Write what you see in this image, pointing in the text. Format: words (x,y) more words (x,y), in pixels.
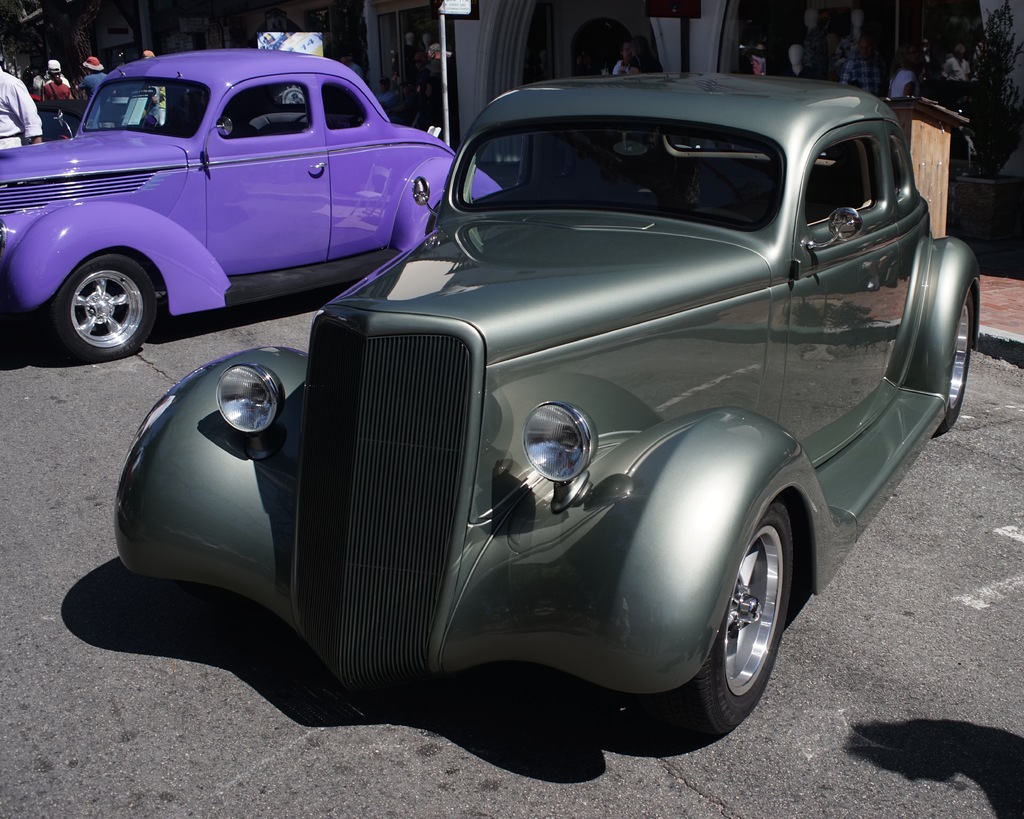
In this image there are two cars (315,402) parked on the road (222,719) and people (53,92) are standing beside the cars (162,106). At the back side (778,7) there are buildings (658,40).
